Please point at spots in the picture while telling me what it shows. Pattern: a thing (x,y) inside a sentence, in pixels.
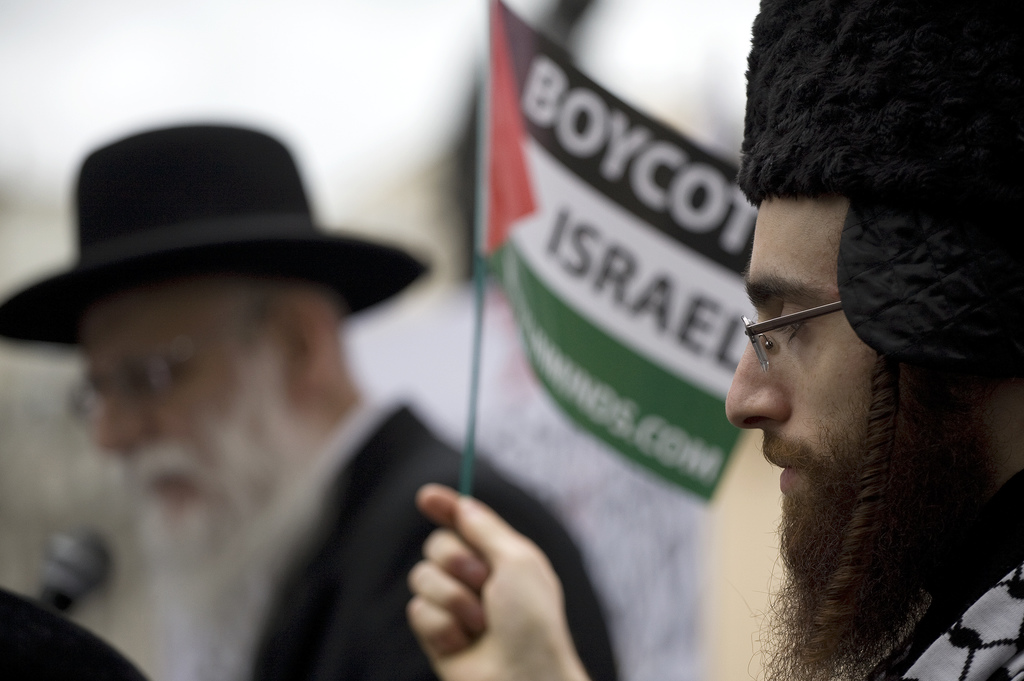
In this image we can see a person (782,443) is holding a flag (636,170) with his hand (496,616). There is a blur background (400,668) and we can see a person (189,645) and a mike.
